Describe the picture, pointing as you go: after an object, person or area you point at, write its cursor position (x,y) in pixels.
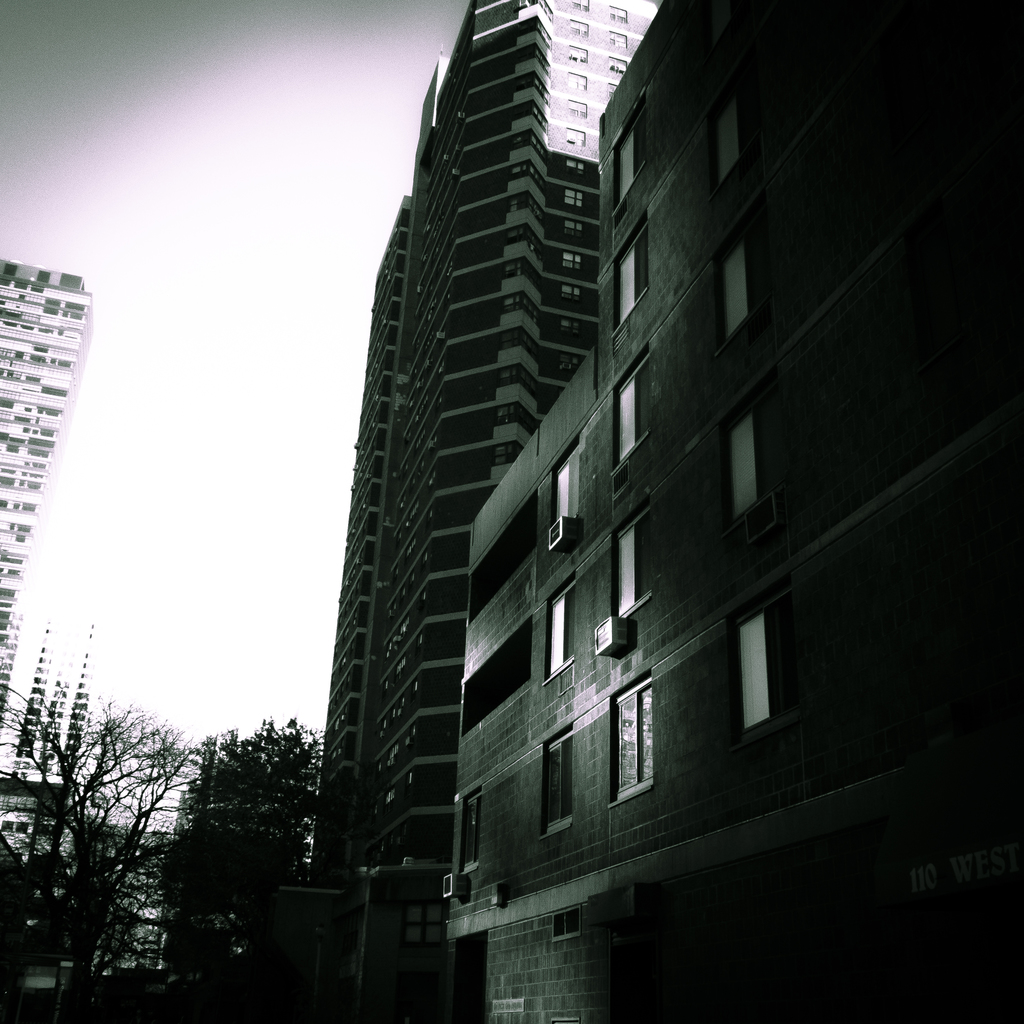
In the image there are few buildings (475,534) and in between the buildings (18,832) there are trees (173,898).
